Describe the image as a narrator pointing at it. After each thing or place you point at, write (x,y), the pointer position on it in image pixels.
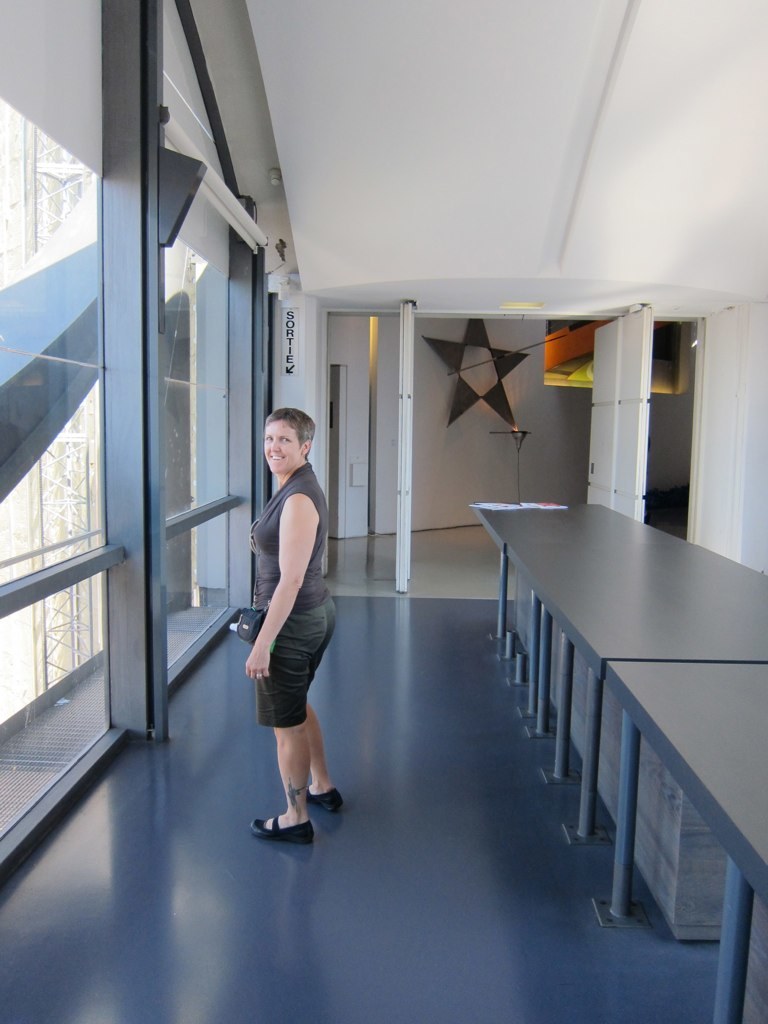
In this image I can see the person (307,666) standing and wearing the dress (265,518). In-front of the person (297,420) I can see the glass (81,515). Through the glass (82,489) I can see the tower (82,489). To the right (613,650) I can see the tables (616,611). In the background (437,385) I can see the star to the wall (526,392).
